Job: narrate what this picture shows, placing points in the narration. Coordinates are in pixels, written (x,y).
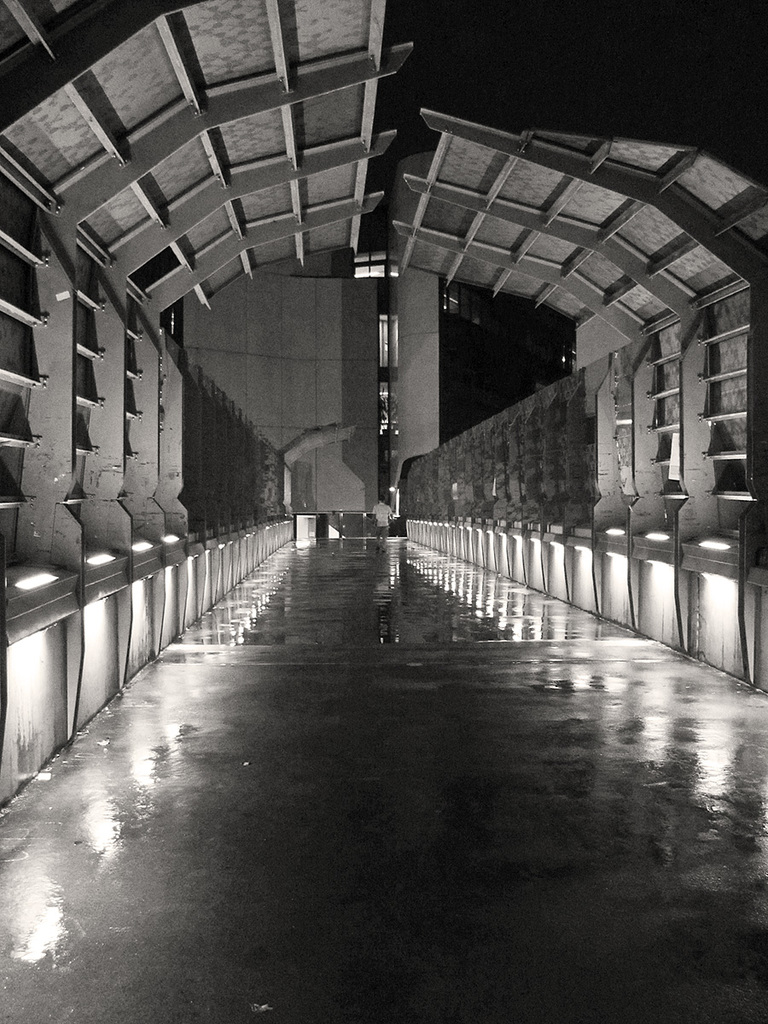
In the foreground of this image (557,674), there is floor (330,760), walls (225,399) and ceiling (449,234) of the shelter (698,473). A man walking on the floor (365,544) in the background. At the top (544,35), there is dark and also there are few lights (579,548) on the walls (549,552).
